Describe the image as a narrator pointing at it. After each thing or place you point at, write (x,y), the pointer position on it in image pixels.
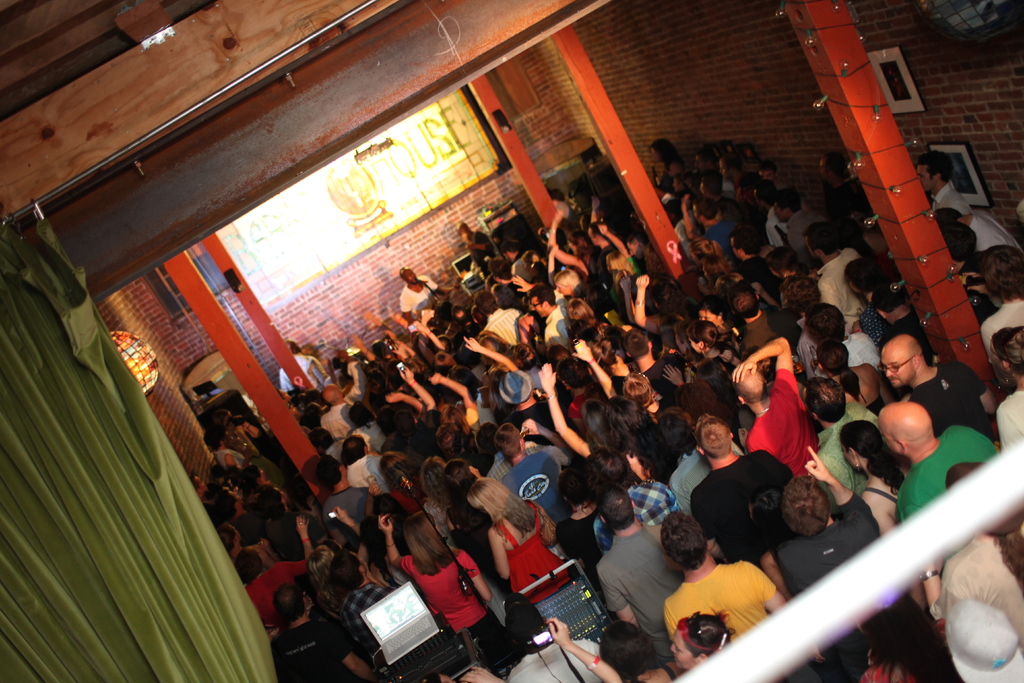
In this image there is a group of people (753,319) standing in a hall (544,326), in that hall (557,497) there are pillars (289,417), curtains (127,555), walls (504,197).
